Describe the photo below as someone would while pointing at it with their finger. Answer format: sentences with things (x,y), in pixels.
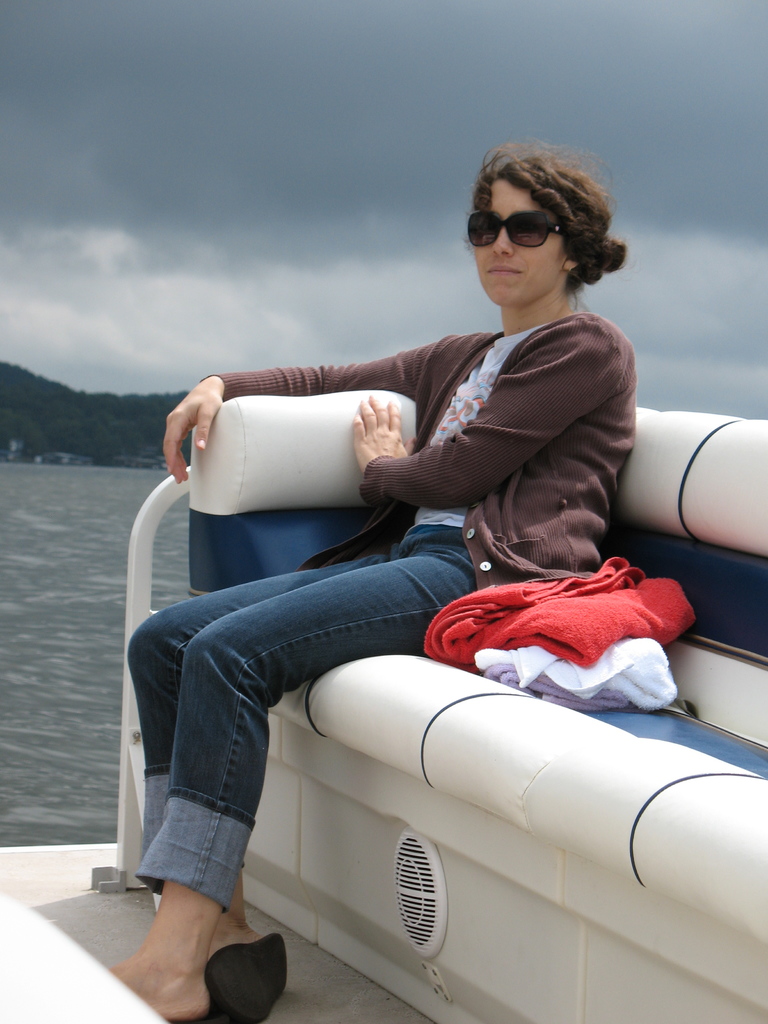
In this picture I can see a woman (587,558) seated on the sofa (729,995). Looks like a boat (353,523) in the water (96,632) and i can see trees (34,383) on the hill (96,428) and a cloudy sky (244,225) and women (479,275) wore sunglasses (506,238) and few clothes (596,677) on the sofa (679,635).
